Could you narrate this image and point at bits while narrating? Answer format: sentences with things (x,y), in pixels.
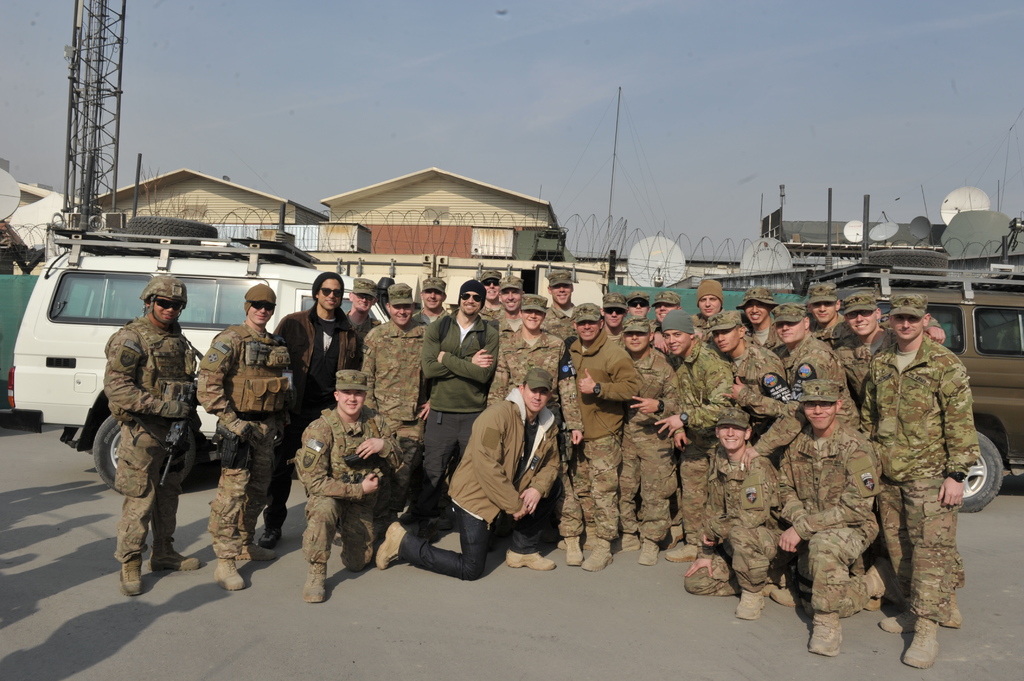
In this image we can see some army soldiers (642,500) are posing for a photo and we can see vehicles (986,406) behind them. In the background (214,199), we can see a few building (838,247) and at the top (172,42), we can see the sky (40,38).
